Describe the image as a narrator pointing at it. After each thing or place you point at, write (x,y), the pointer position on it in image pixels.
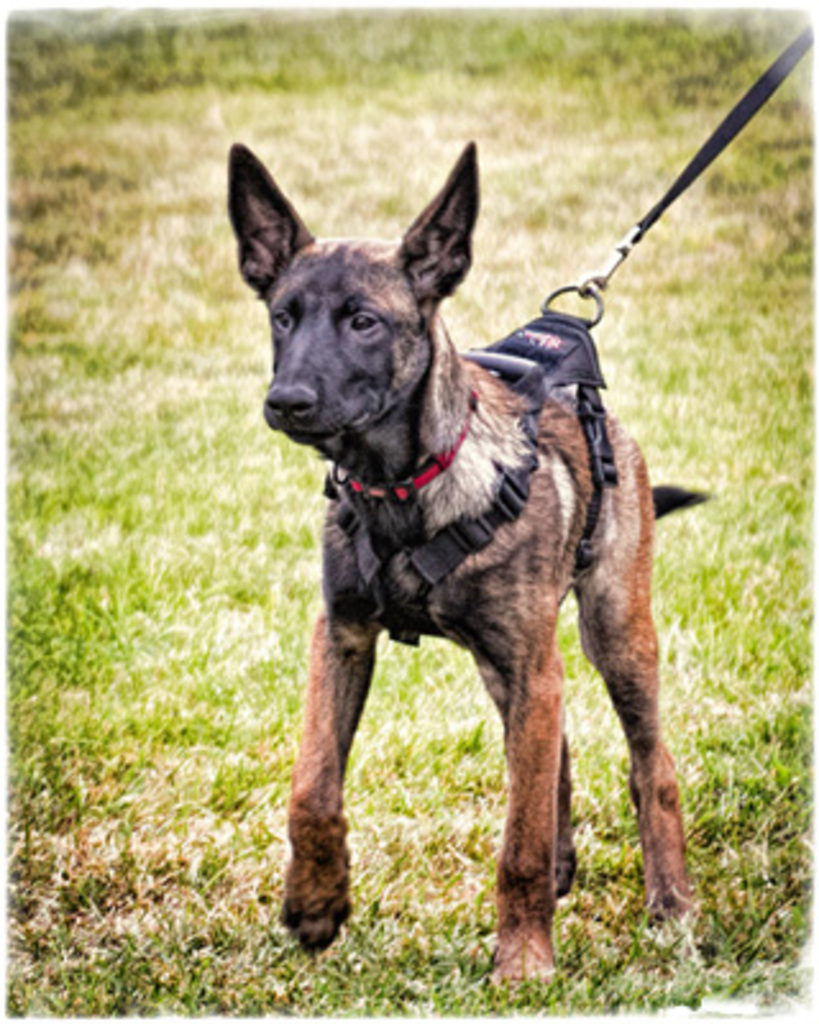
In this picture, we see a dog (388,275). It is in black and brown color. We see the leash (497,369) of the dog (424,433) in red and black color. At the bottom (426,914), we see the grass (287,787). In the background (110,73), we see the grass (685,368). This picture might be a photo frame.
